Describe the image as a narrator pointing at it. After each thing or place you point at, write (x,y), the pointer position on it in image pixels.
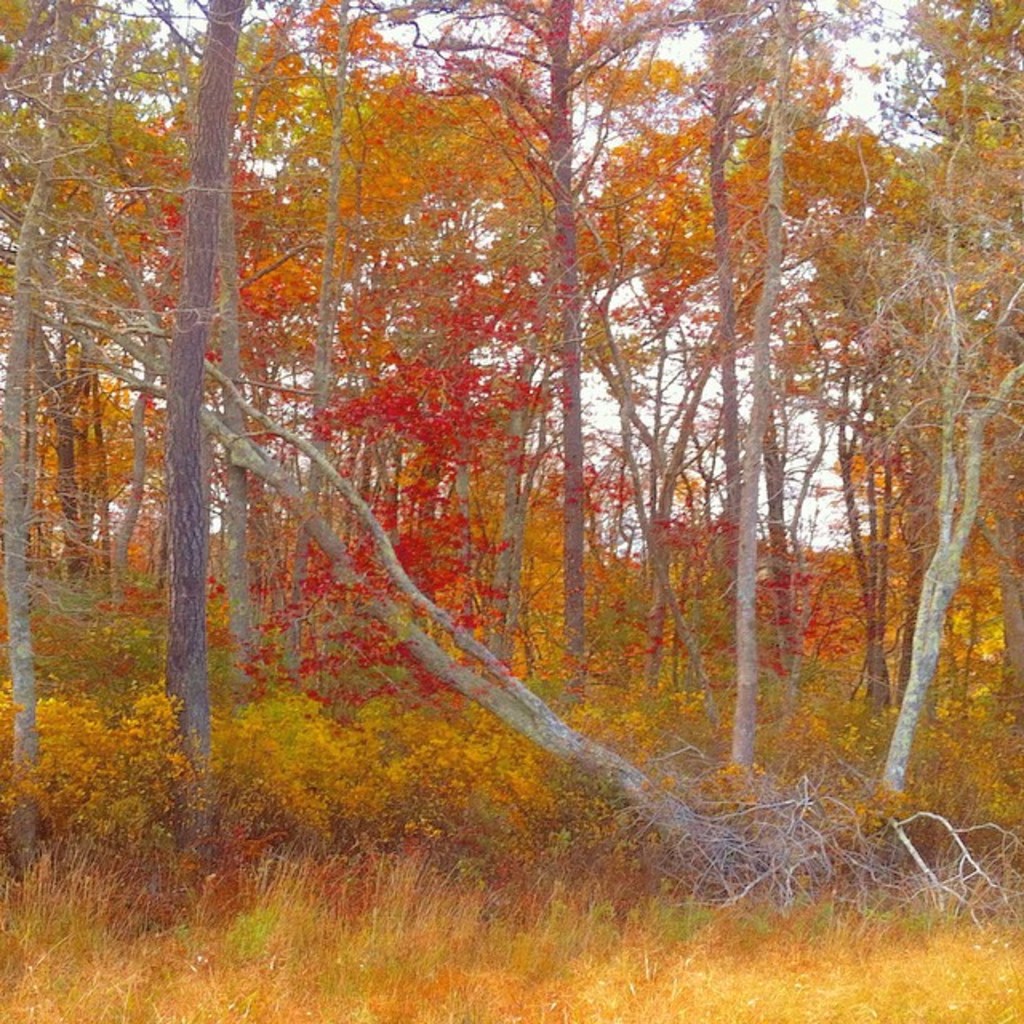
In this image I can see few plants (490,853) and few trees (458,379) which are green, orange and red in color. In the background (674,443) I can see the sky (893,11).
